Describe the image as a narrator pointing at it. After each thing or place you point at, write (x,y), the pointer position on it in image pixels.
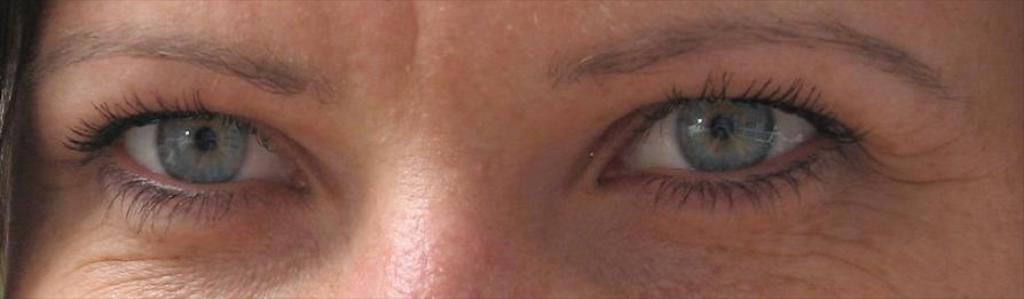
This picture shows human eyes (251,121) and eyebrows (144,36).
